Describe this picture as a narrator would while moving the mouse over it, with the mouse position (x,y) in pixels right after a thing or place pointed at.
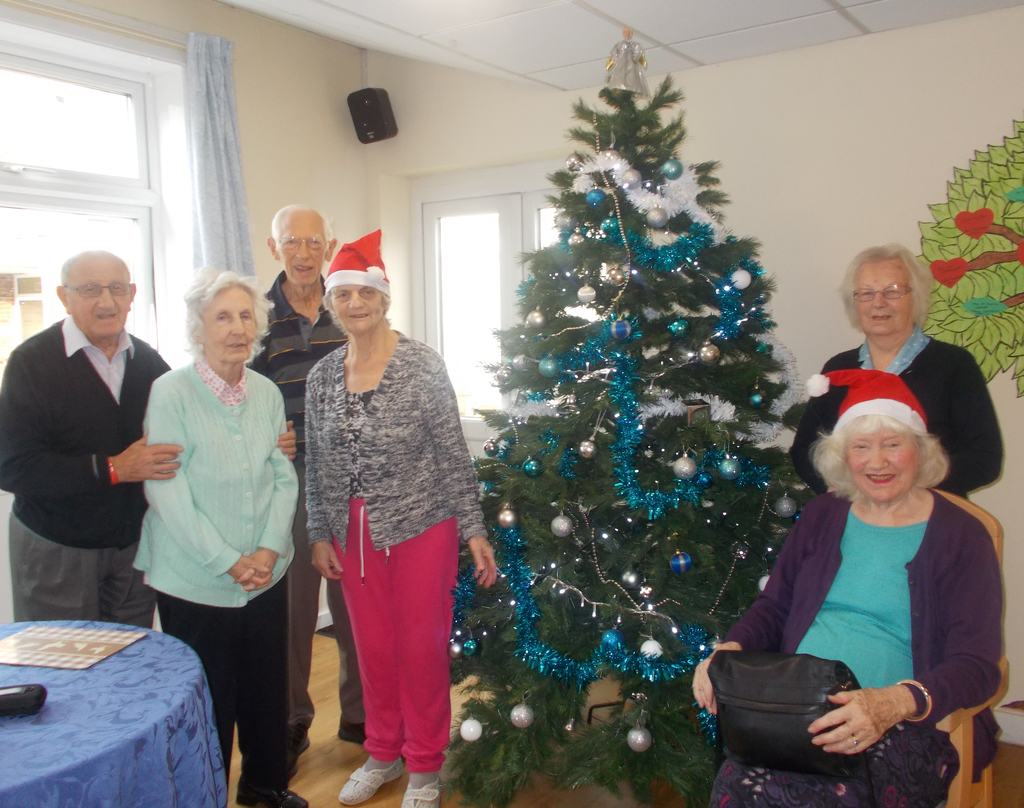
Beside this Christmas tree (598,330) we can see people (836,507). This old woman (914,505) is sitting on a chair (954,719) and holding a bag (779,688). On this table (72,759) there are objects (67,659). Here we can see windows (153,280). Picture (985,207) is on the wall (861,198). This is speaker (387,118).
